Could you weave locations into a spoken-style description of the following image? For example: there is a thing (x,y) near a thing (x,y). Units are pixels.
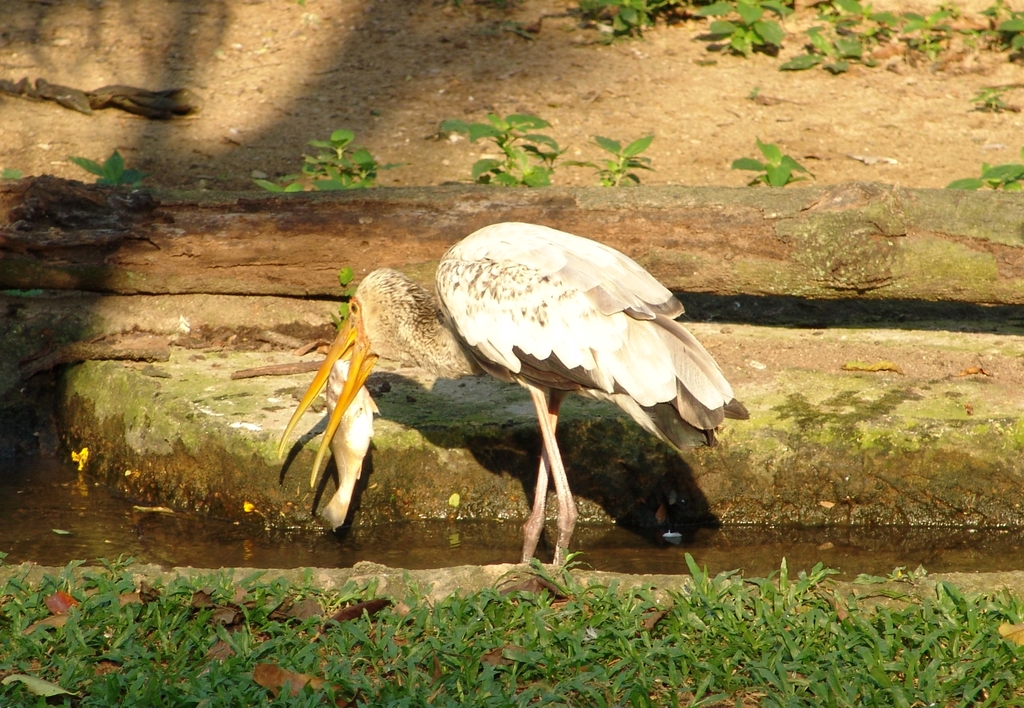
In the middle of the image (556,297) we can see a crane (623,261) holding a fish (349,435) in its mouth (314,397). In the background (388,49) we can see plants (744,164), log (159,204), water (246,557) and ground (134,146).
